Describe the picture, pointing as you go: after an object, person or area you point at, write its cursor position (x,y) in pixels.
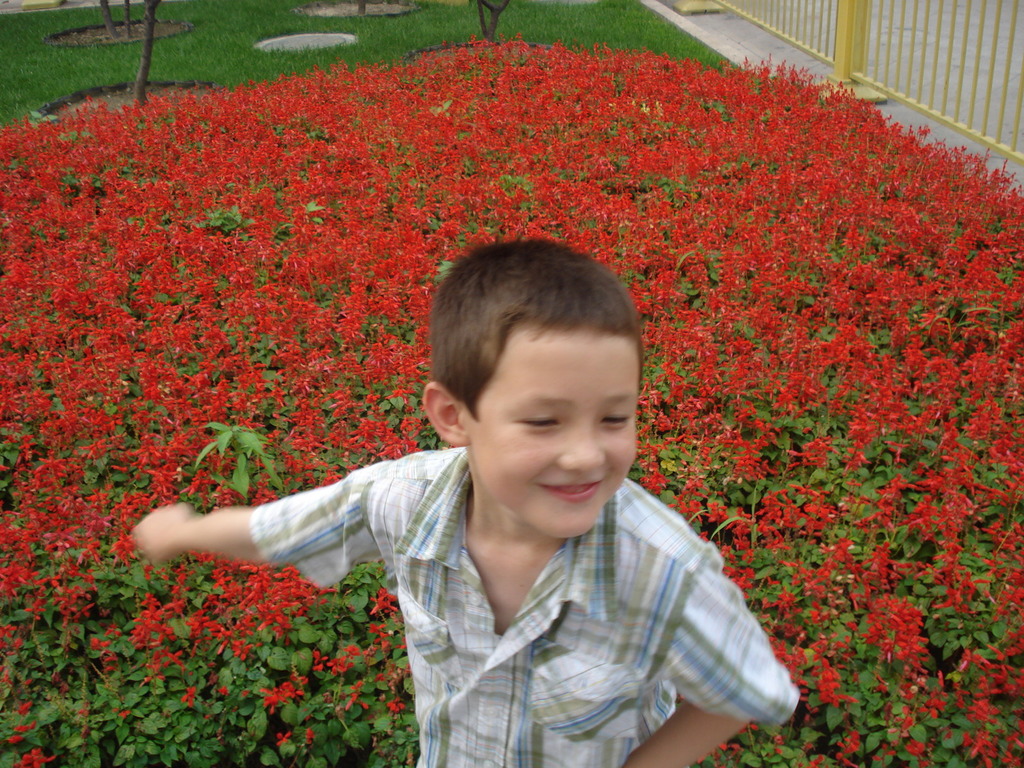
In this picture there is a boy (574,613) who is wearing shirt (517,655). He is standing on the ground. Behind him we can see red color flowers (310,334) on the plants (810,501). On the top (125,45) we can see grass (324,25). On the top right corner (785,33) there is a yellow color fencing (863,40) near to the road (896,40).
